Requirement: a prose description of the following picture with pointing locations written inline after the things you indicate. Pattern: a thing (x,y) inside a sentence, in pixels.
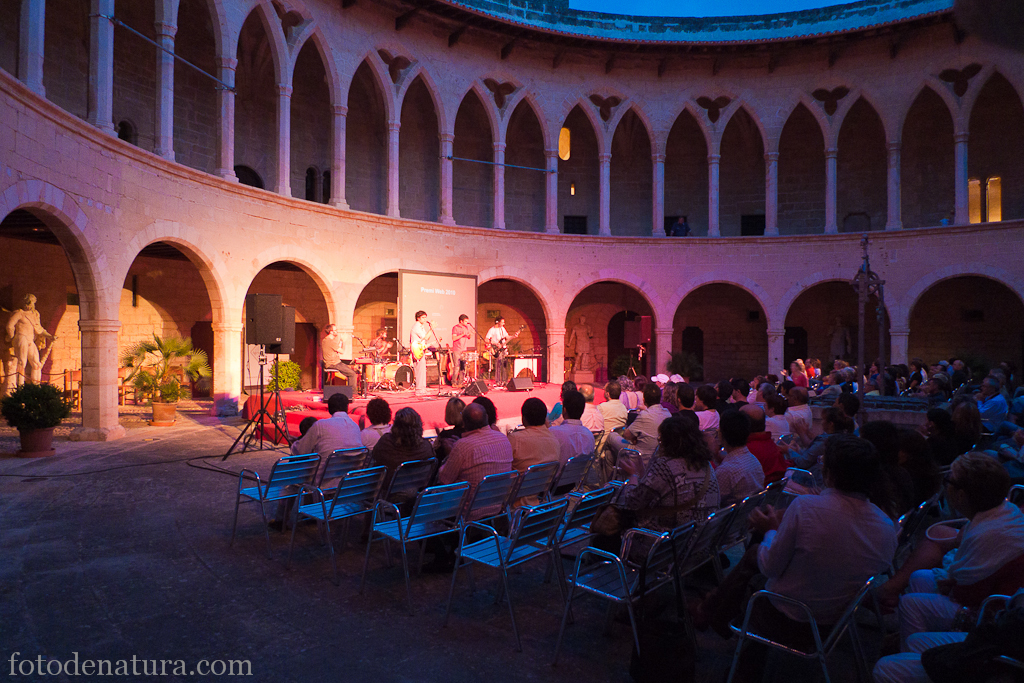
This image consists of many people (966,585) sitting in the chairs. In the front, there are five persons (335,344) performing music. It looks like it is clicked in a concert. They are playing guitars (449,356) and singing. At the bottom (215,593), there is floor (184,566). In the background (665,103), there is a building (528,193) along with pillars (890,157).
